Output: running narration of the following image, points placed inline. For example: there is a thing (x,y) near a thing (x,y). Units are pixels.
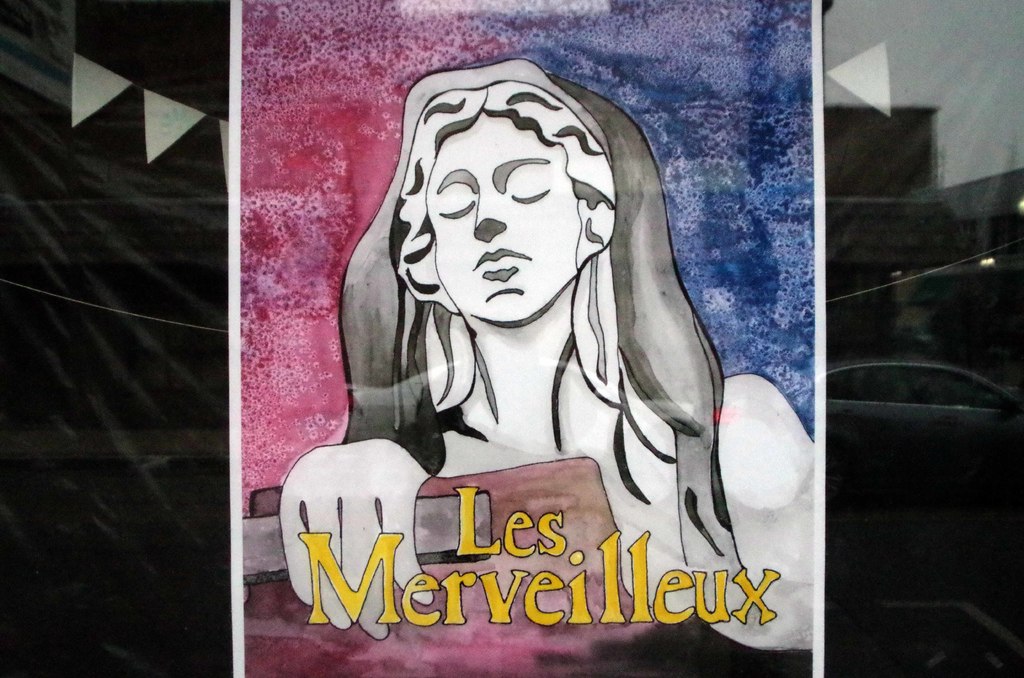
In the picture we can see a painting (334,622) of a woman (560,153) and written on it as les merveilleux and behind the painting (681,12) we can see a black color curtain (966,646).
